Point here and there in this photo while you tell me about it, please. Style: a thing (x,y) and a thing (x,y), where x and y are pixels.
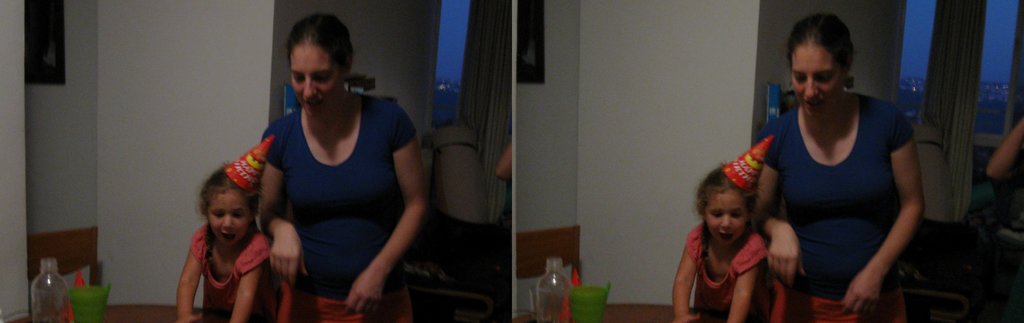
This is a collage image. Here I can see two same pictures. In these pictures, I can see a woman (331,158) and a girl (237,203) are standing and looking at the downwards. In front of them there is a table (134,314) on which a bottle (58,299) and some other objects (89,299) are placed. The girl (213,236) is wearing a cap (247,173) on the head (226,185). In the background (501,150) there is a curtain (471,83) to the window (443,63). In the top left-hand corner (41,43) there is a frame (63,57) attached to the wall (119,110). On the right side (1015,128), I can see a person's hand (499,167) and there are few objects (447,219).
